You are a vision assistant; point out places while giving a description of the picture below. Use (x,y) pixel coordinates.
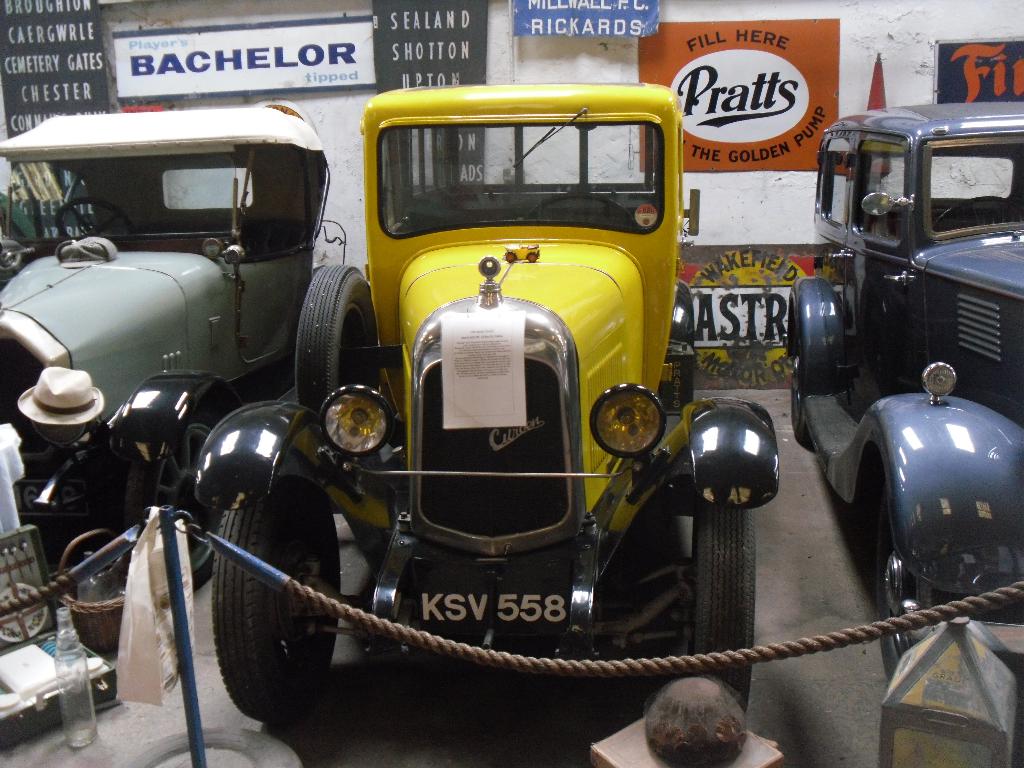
In this picture we can see vehicles (760,469) on the ground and in the background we can see posters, wall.
